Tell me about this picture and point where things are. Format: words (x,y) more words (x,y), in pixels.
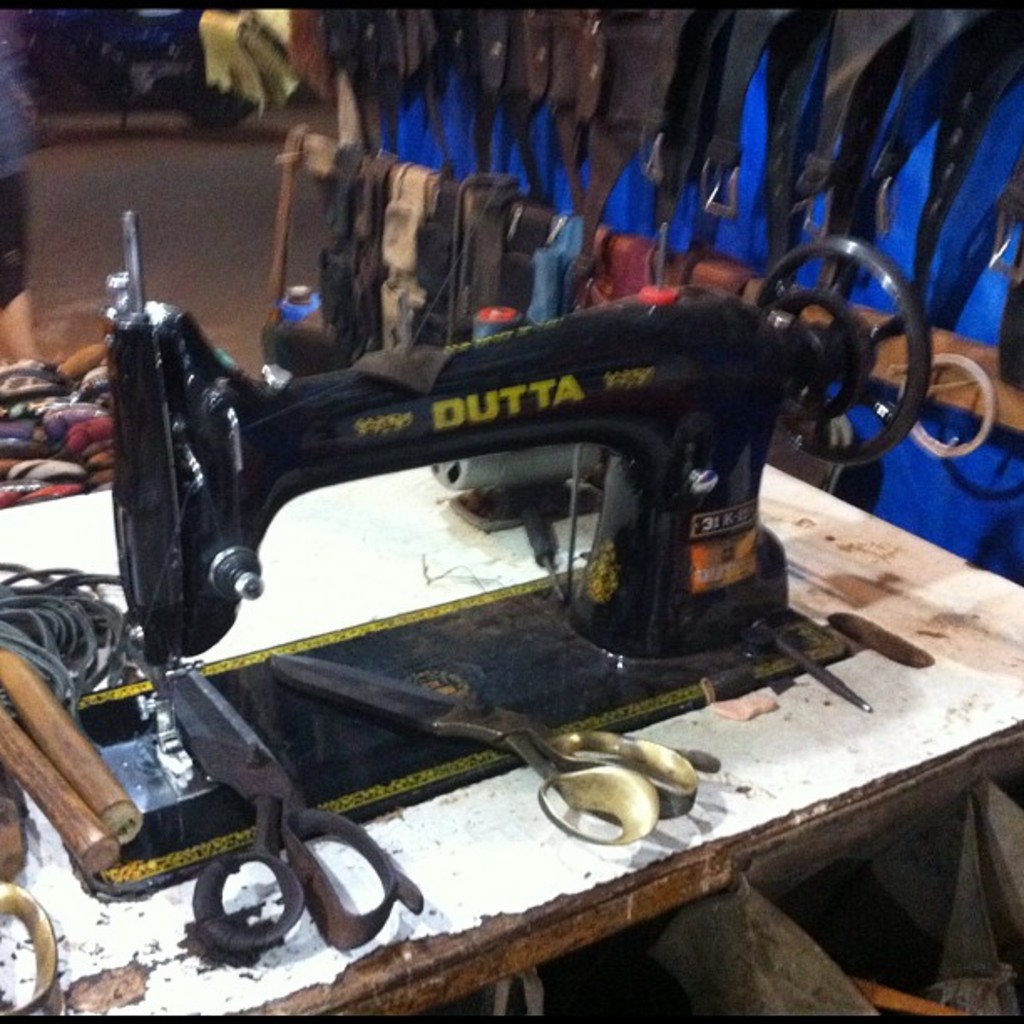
In the foreground of the picture (744,479) there is a sewing machine (701,325), on the sewing machine (272,722) there are scissors (255,762), cable (62,654) and other objects (83,778). In the background (490,103) there belts (605,169) and curtain (941,496). In the foreground (853,921) there is a bag (879,923). In the top left of the background (212,158) there are bike (90,73), person (19,292) and road (161,222).
